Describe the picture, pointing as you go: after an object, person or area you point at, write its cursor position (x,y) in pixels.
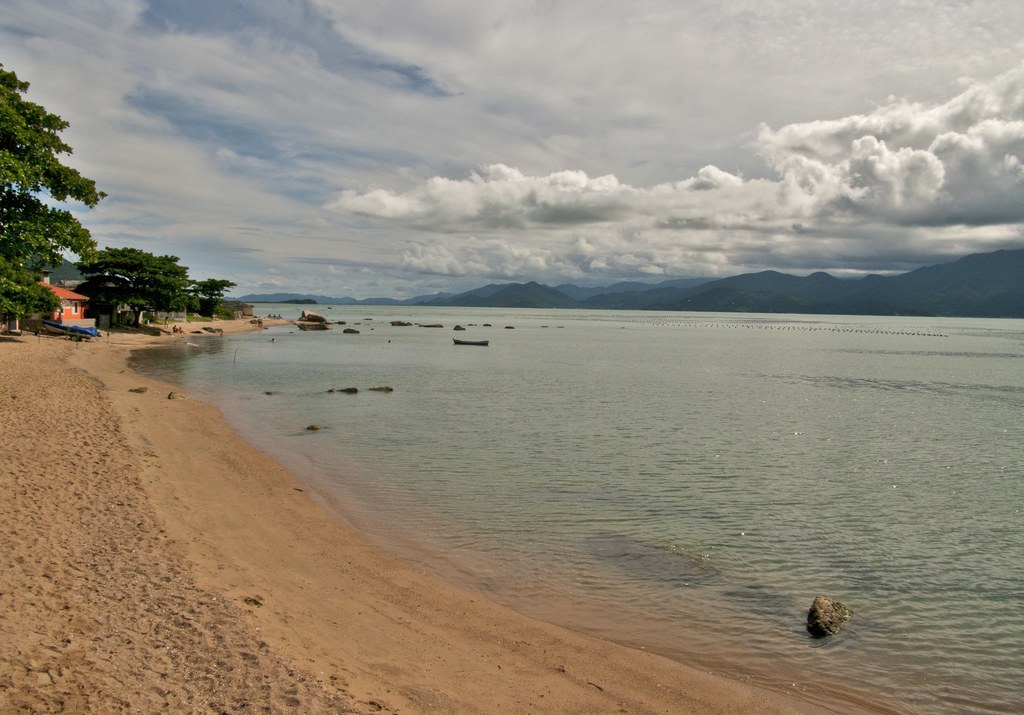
At the bottom of the picture (171,656), we see the sand (206,663). In the middle (462,398), we see the water (607,478) and this water (659,458) might be in the sea (699,381). On the left side (135,290), we see the trees (93,288) and a building (79,303) in orange color. There are hills (716,295) in the background (680,280). At the top (412,104), we see the sky (424,143) and the clouds (569,227).
